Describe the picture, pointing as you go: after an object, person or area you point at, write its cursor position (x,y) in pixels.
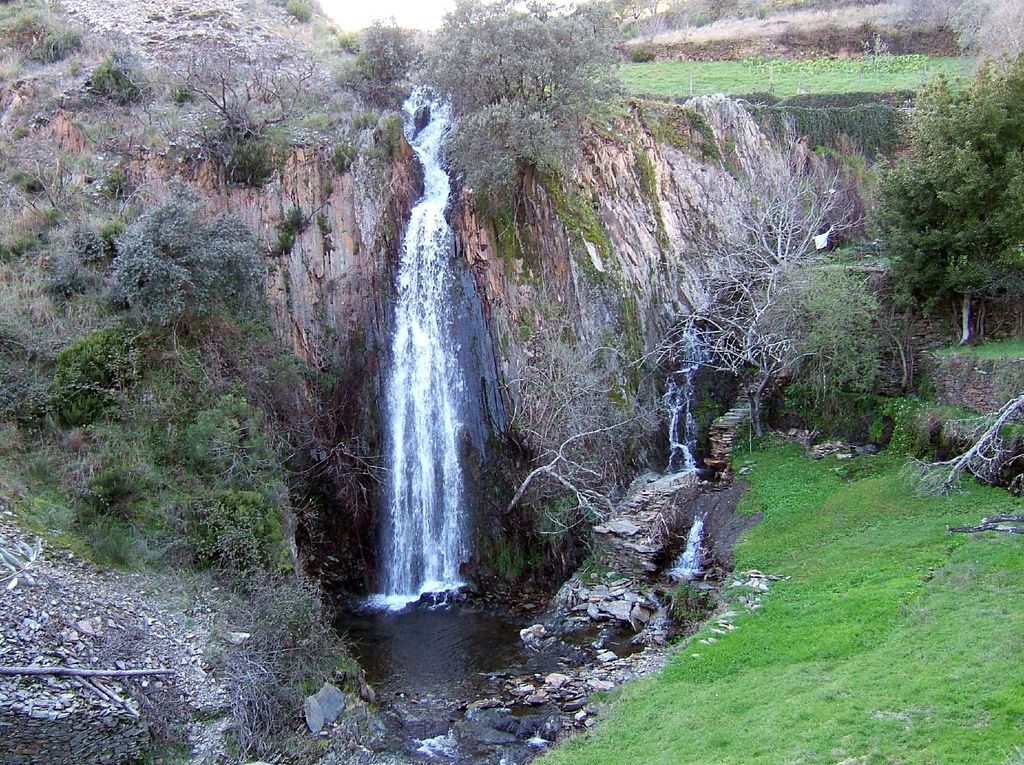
In the image we can see waterfalls (425,298), hills (184,164), trees (184,199), stones (649,669) and a grass (899,681). We can even see a white sky (406,13).
